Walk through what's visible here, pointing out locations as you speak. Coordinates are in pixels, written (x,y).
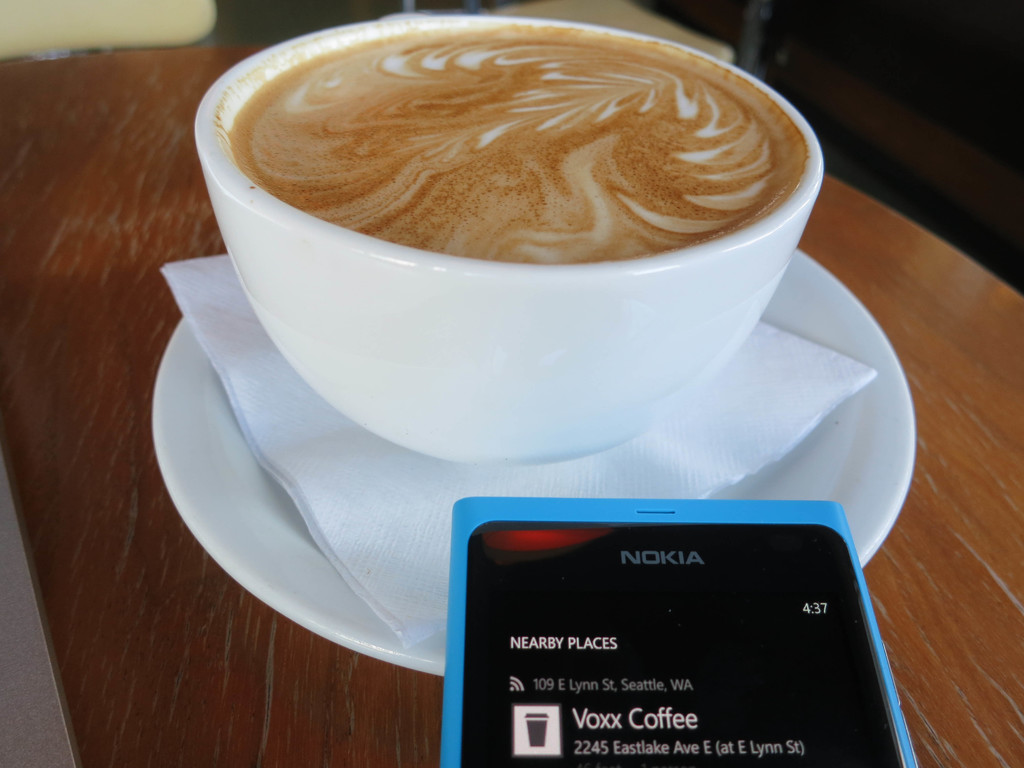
In this picture we can see a table (75,386), on this table (67,470) we can see a saucer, tissue paper (367,496), mobile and a cup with coffee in it.
